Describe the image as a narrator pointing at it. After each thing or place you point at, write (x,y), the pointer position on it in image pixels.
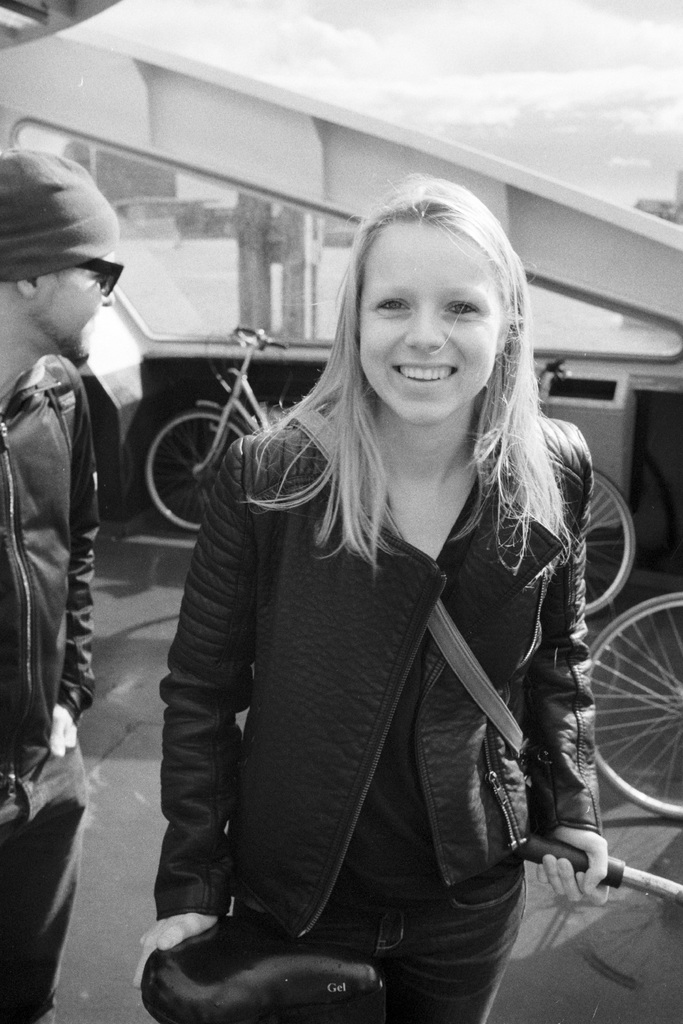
This is a black and white image. In the center (279,545) there is a woman (318,656) in black jacket (347,772) holding a bicycle (275,954) and smiling. In the background (627,699) there are bicycles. On the left (18,421) there is a person (23,454) in black jacket (15,485). In the background (153,237) there is water (203,293). it is sunny.
